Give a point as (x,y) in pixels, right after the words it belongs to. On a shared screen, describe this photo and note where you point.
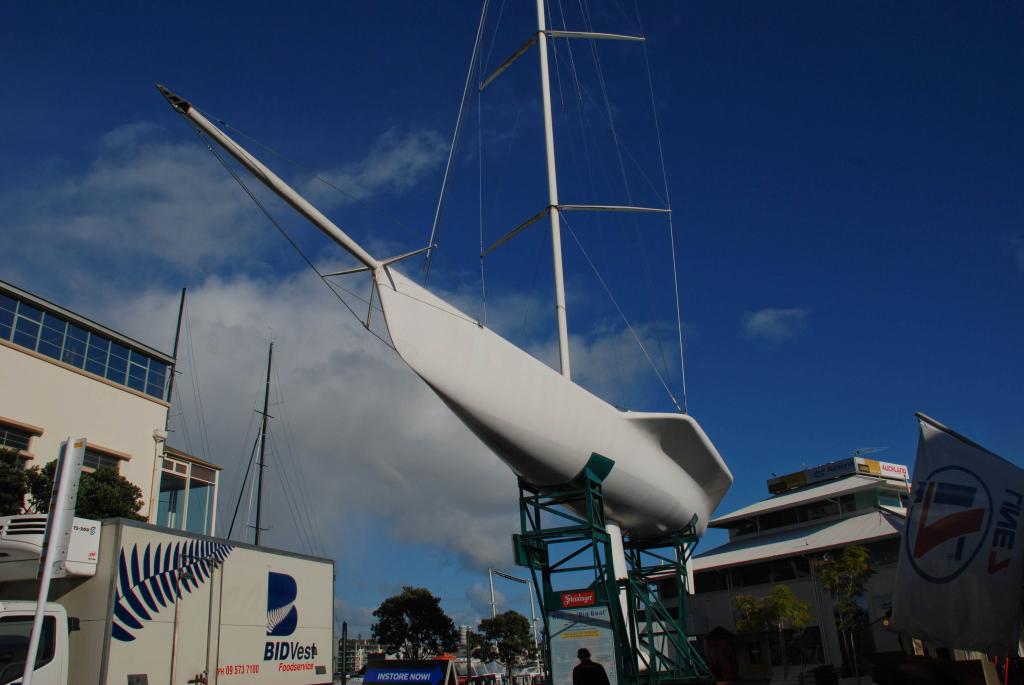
In this picture we can see a few vehicles (246,622), buildings (354,641), trees (417,625) and a white object (662,421). We can see a banner (1005,590) on the right side (1018,593). Sky (967,419) is blue in color and cloudy.
